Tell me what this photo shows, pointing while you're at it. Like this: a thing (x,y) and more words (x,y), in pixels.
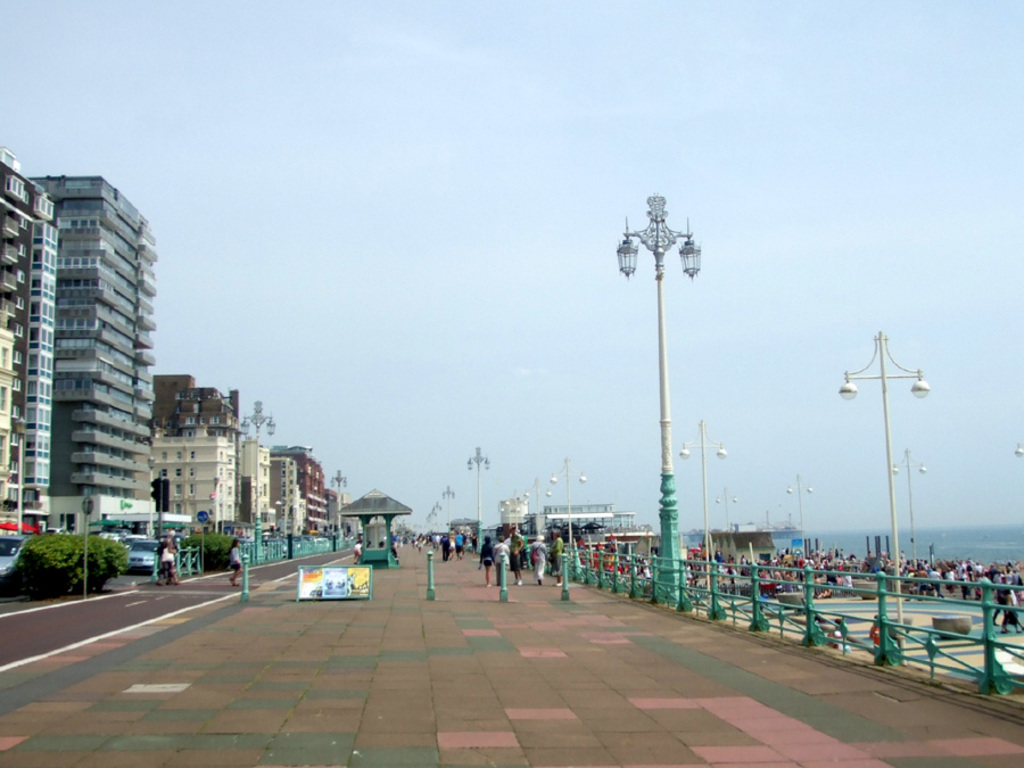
In the image there is a footpath (438,719) in the middle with many people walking on it, on the left side (181,455) there are buildings (172,471) with vehicles (146,557) moving in front of it on the road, on the right side (967,539) there is beach (972,570) with many people (912,573) in front of it and above its sky (472,150).
